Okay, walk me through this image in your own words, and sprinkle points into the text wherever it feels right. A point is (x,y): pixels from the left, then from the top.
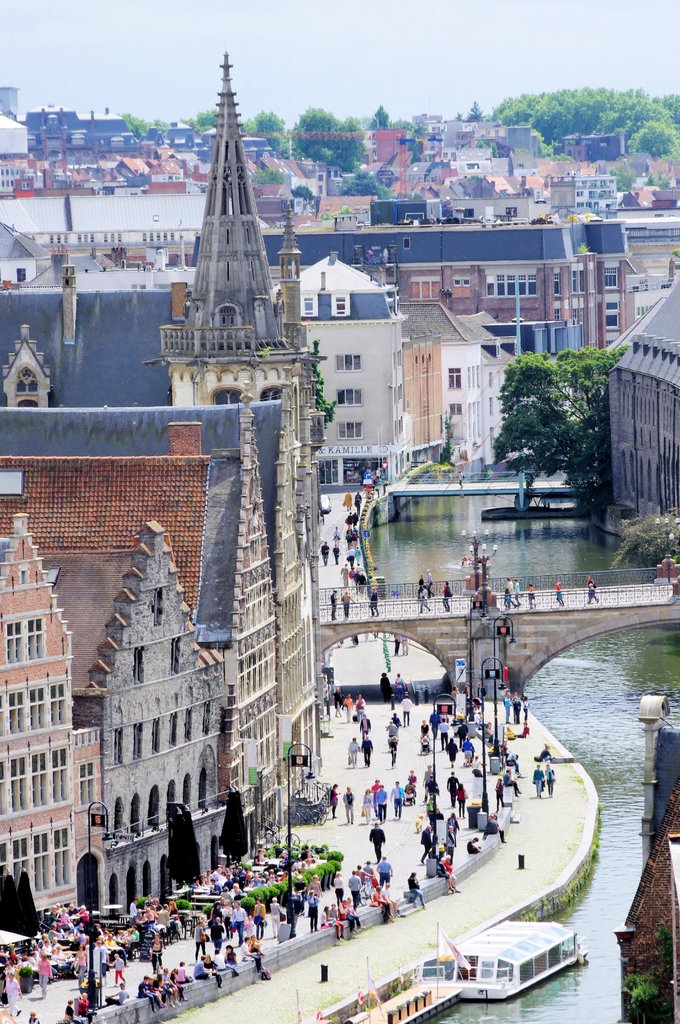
In this image in front (28,388) there is a church (243,461) and in front of the church (219,811) people (158,986) walking on the road (439,773). At the center of the image (434,542) there are two boats (549,936) in the water (590,712). On the backside (397,260) there are trees (636,122), buildings (494,217) and sky (430,71). We can see a bridge (409,607) in the center of the image (396,607).
